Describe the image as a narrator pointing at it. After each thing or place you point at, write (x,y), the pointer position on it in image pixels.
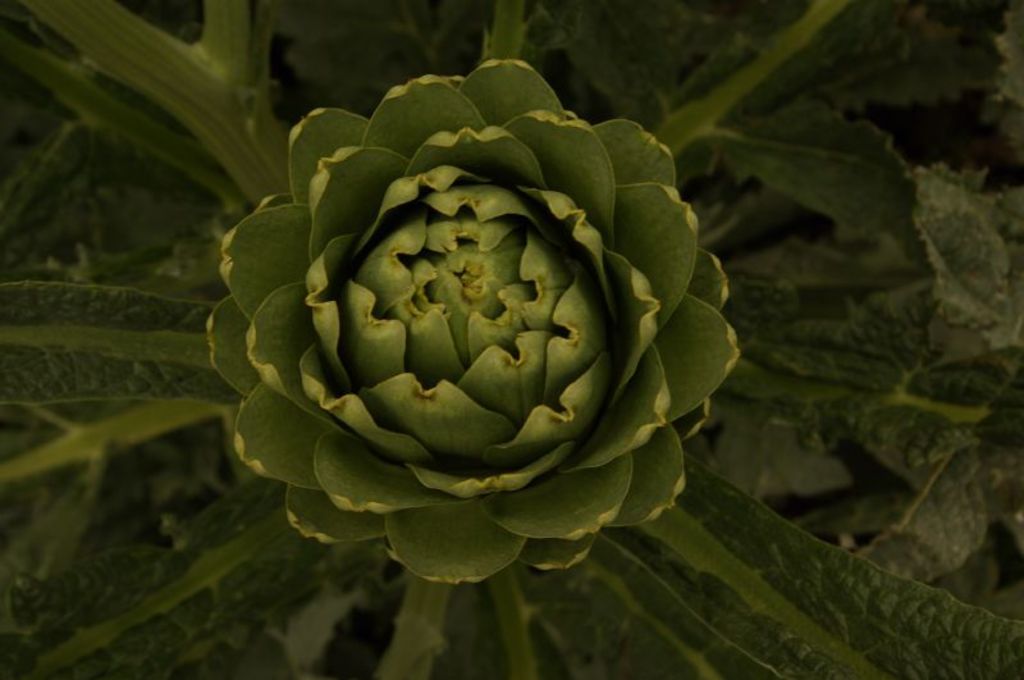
In this image, there are a few plants (418,300). Among them, we can see a flower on one of the plants (902,529).
